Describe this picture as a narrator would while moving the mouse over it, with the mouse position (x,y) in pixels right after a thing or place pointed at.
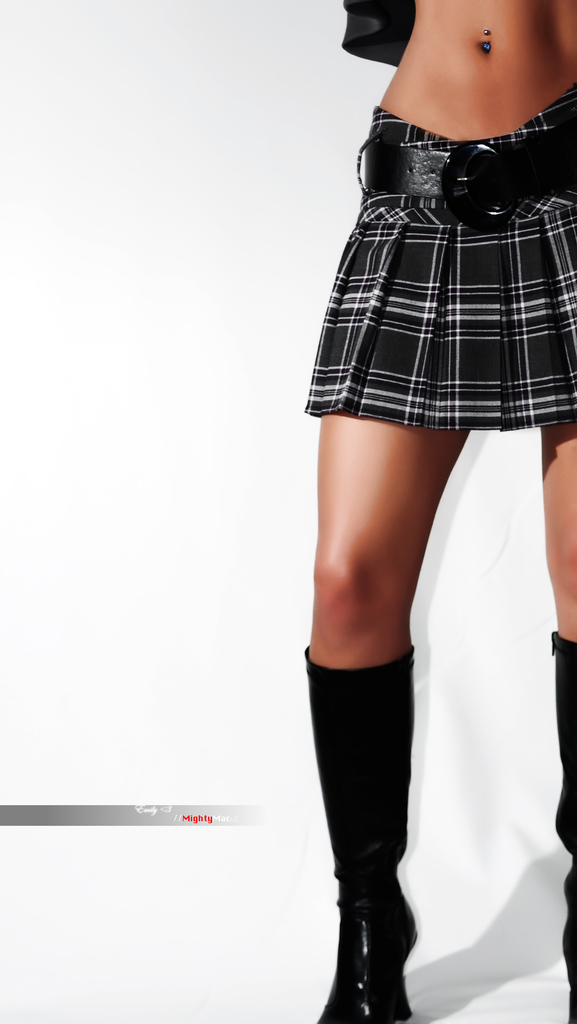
In this picture we can see legs (378,501) of a person (566,505) on the right side of the image (404,480).
